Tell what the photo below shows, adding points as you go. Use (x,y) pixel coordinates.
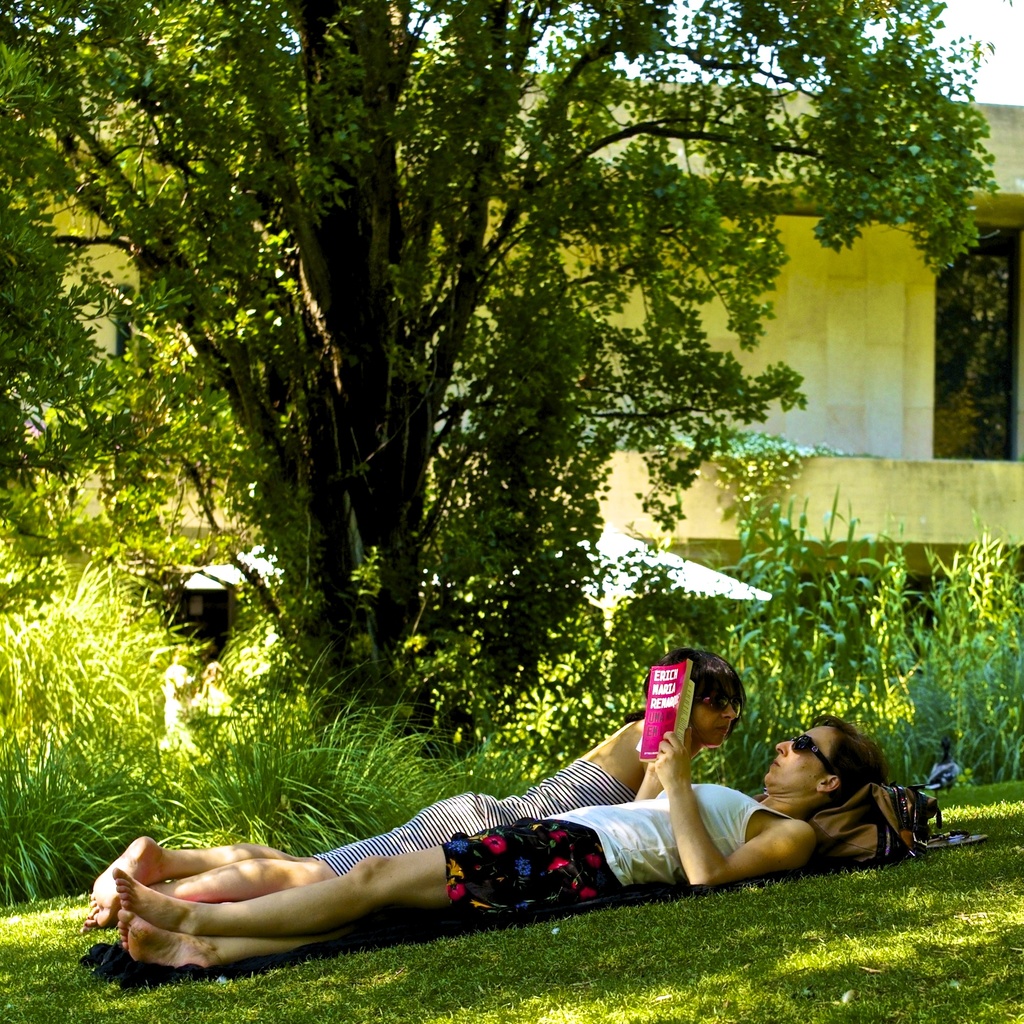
In this image we can see two people (532,874) lying on the grass (659,943). There is a bag (842,848) and a book (657,715). At the bottom (848,899) there is grass (831,919). In the background (377,492) there is a tree (320,510), building (834,513) and sky (634,70).
